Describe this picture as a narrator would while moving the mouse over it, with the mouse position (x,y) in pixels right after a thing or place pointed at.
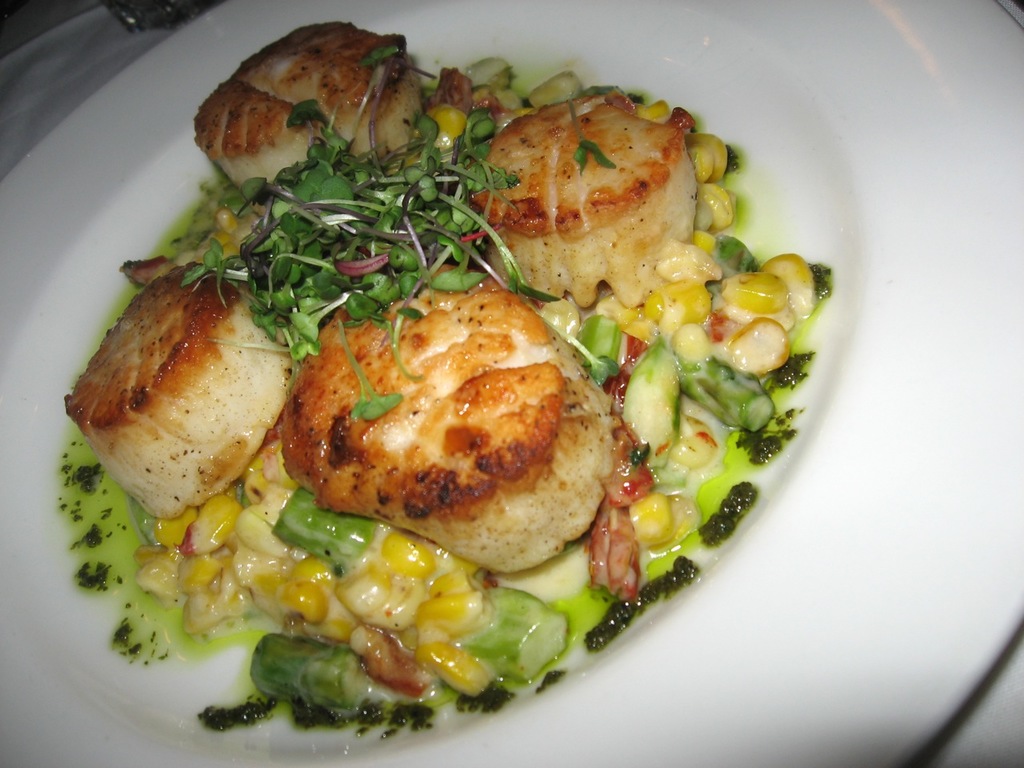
In this image there is a food item (419,410) is kept into the white color plate (981,316) as we can see in middle of this image (408,383).
